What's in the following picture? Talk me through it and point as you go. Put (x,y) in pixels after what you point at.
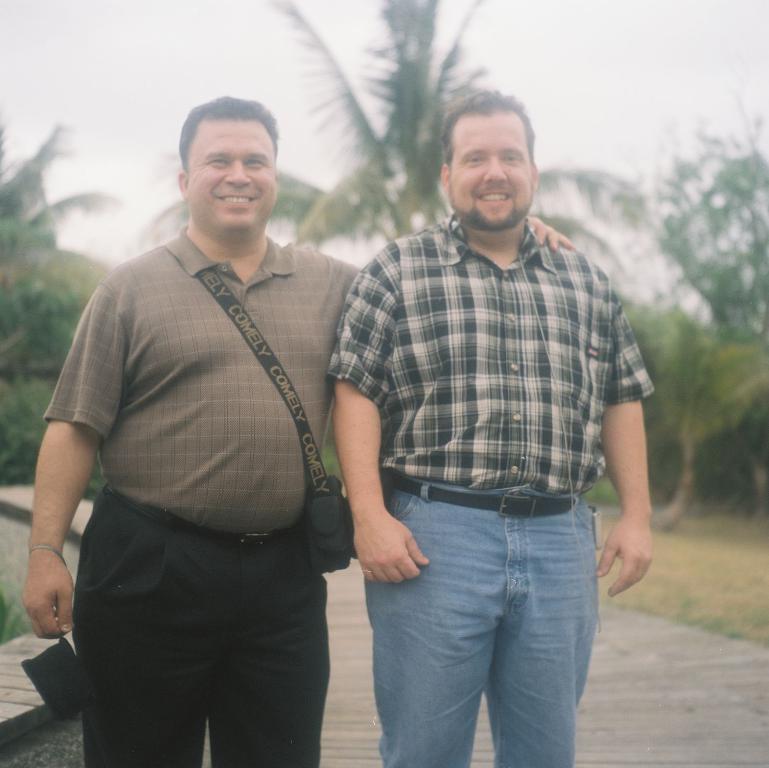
In the front of the image (271,524) two people (262,654) are standing and smiling. Among them one person (232,184) wore a camera bag (289,398) and holding an object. In the background of the image (364,197) it is blurry. There are trees (683,250), grass (715,547) and sky (186,70).
